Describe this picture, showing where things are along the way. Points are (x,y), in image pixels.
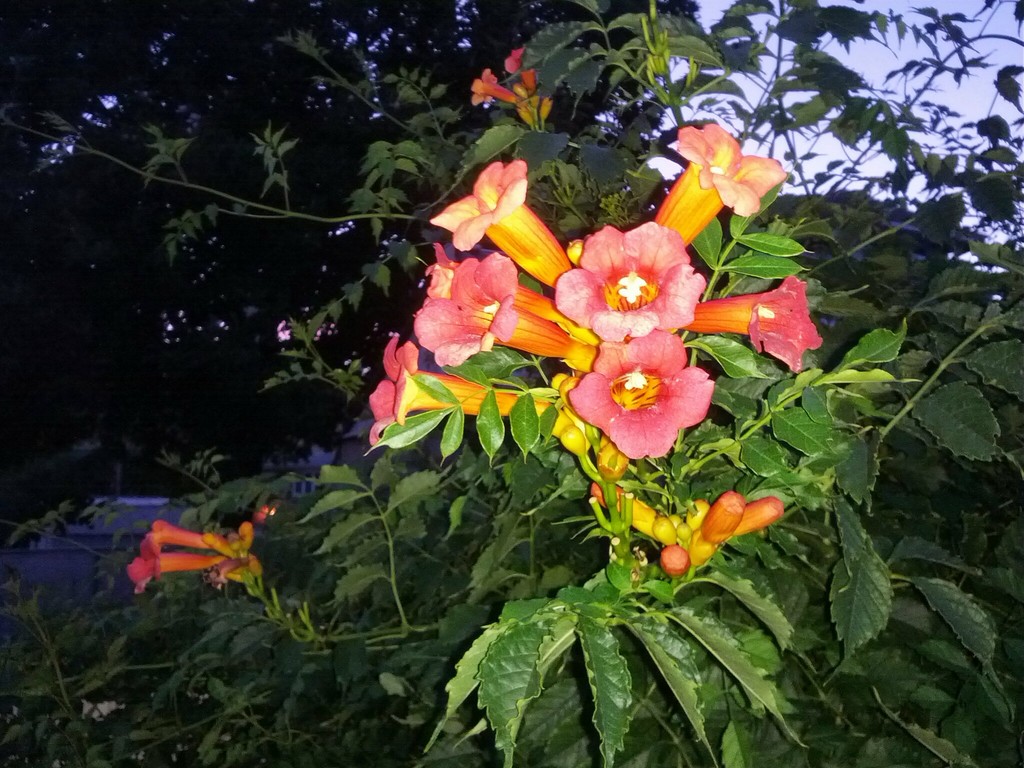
There are flowers (548,279) and buds (599,457) on a plant (664,556). In the back (181,115) there are trees (428,62) and sky (876,24).
